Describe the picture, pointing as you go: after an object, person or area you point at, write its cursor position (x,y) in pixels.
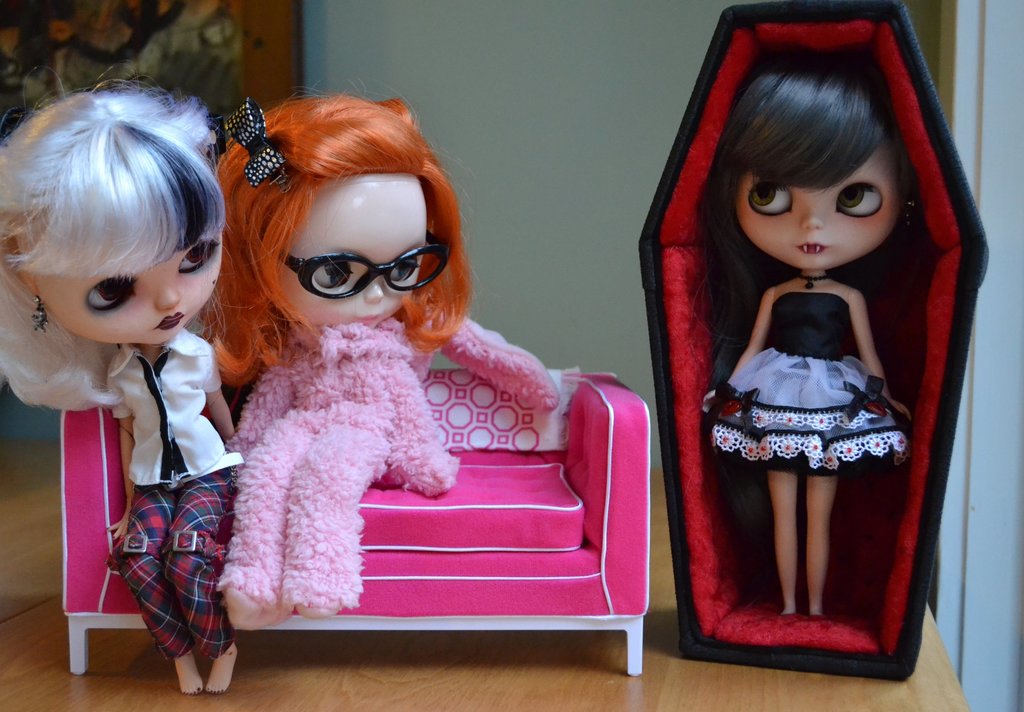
In this image there are three toys (276,472), where a toy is standing, another two toys (427,445) are sitting on the couch (106,407), on the wooden board (32,673), and in the background (551,158) there is a wall (611,166).
